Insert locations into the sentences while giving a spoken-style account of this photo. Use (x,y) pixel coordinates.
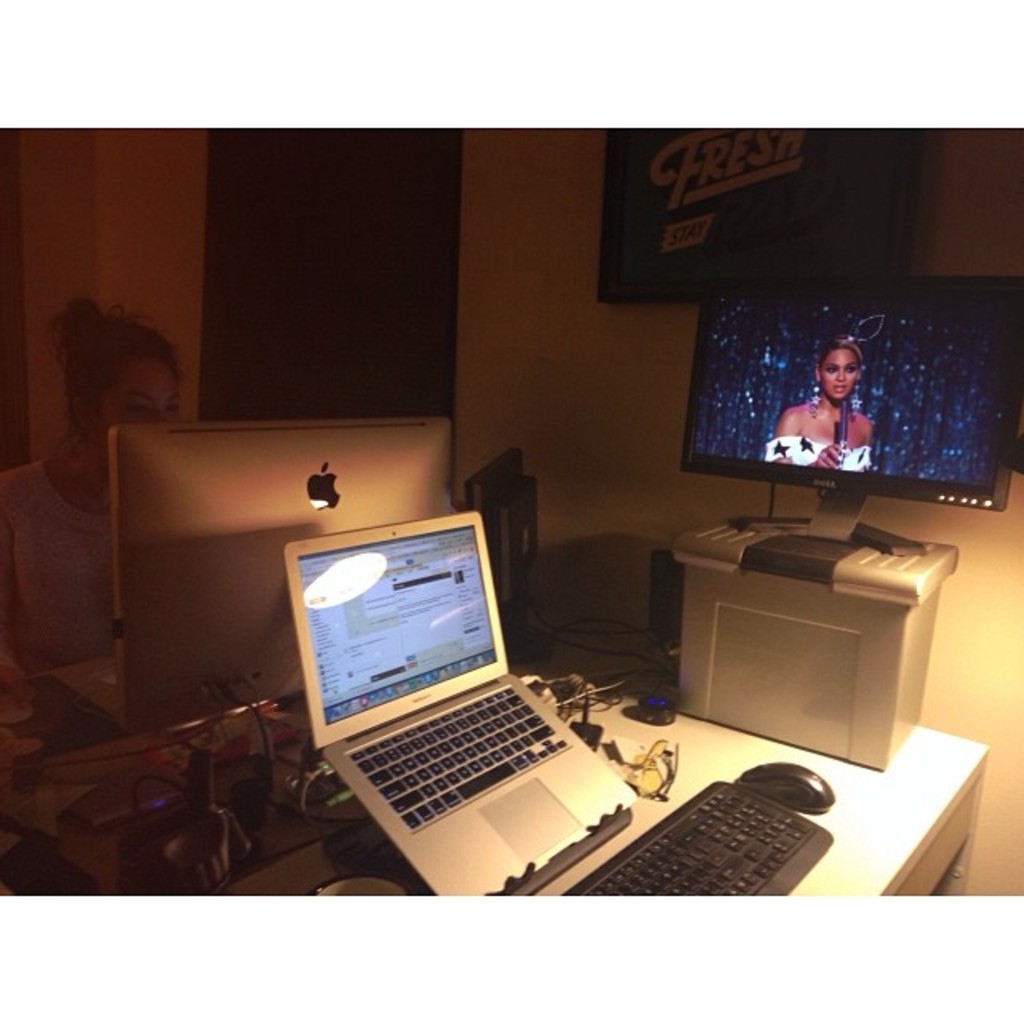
In this image there is a girl (39,485) who is using the desktop (182,493), beside the desktop (186,524) there is a laptop (416,714) which is kept on the table (291,846). To the right side (855,440) there is a television (881,434), under the television (815,433) there is a box (827,583). At the background (276,218) there is a door (272,219) and a small hoarding (693,198).
